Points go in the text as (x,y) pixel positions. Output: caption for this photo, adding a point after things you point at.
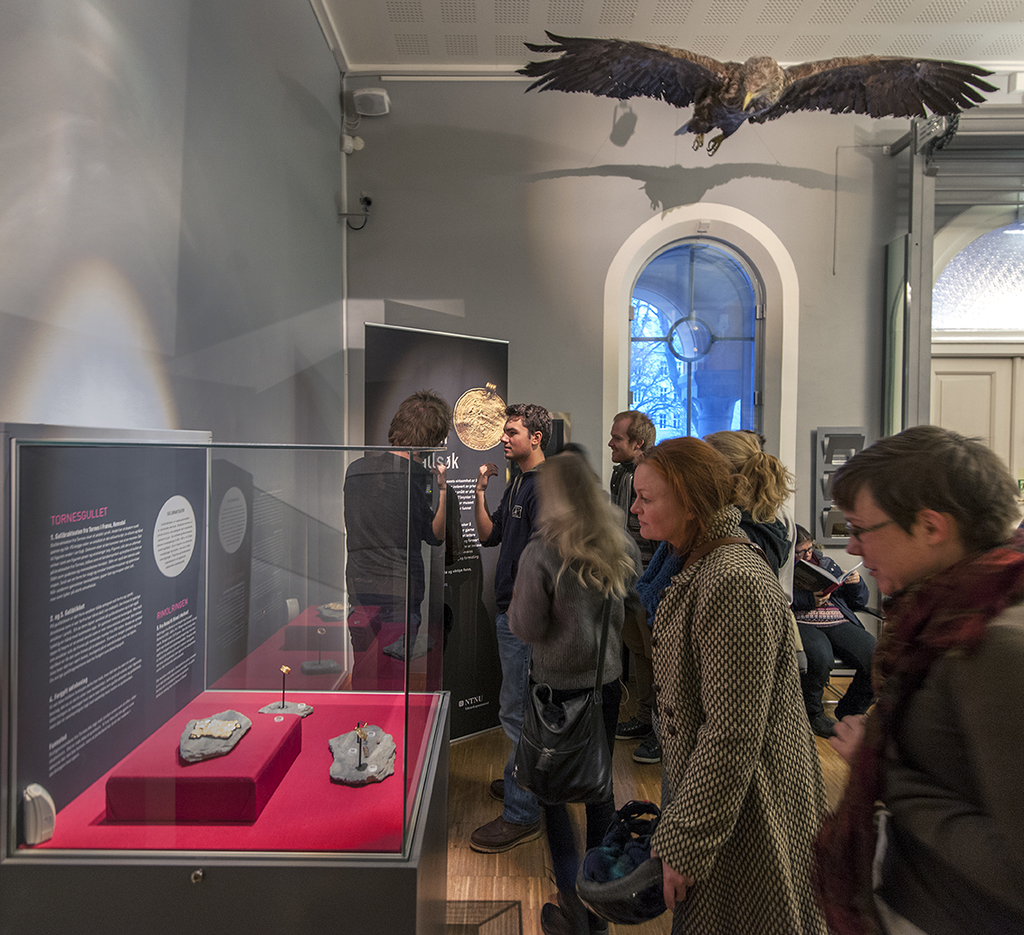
In the image it looks like a museum (184,396), there are some antique objects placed inside the glass (284,647) and there are few people (539,664) inside the museum (671,134) and there is a doll (714,59) of an eagle (667,93) above the room (619,106).
